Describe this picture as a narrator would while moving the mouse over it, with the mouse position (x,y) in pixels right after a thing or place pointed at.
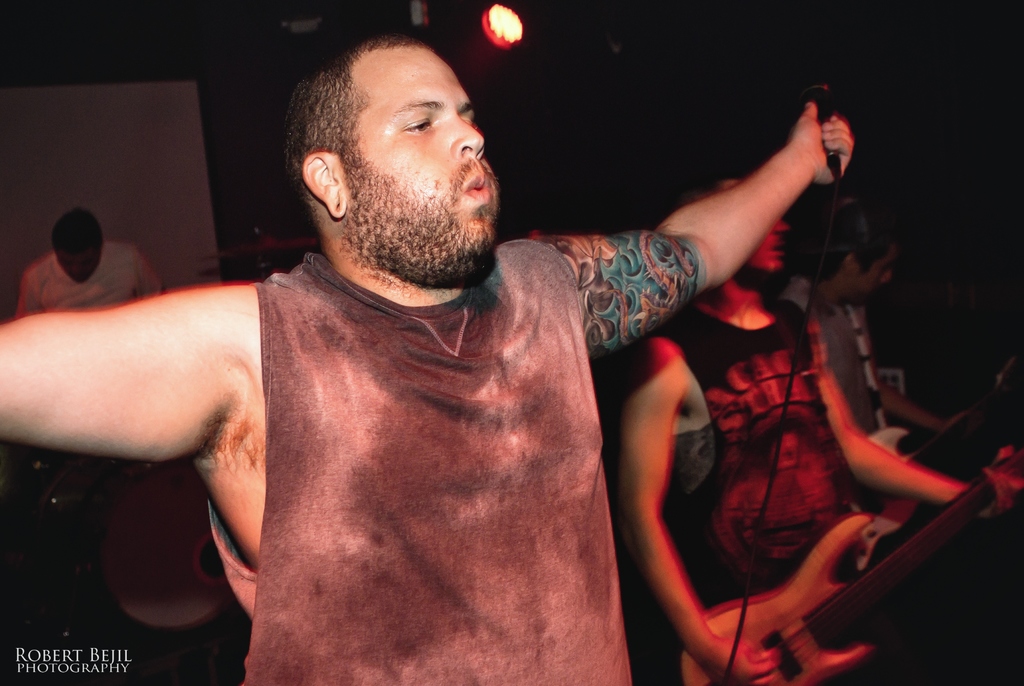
In this image I can see a man (469,436) standing and holding a mike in his left hand (812,166). On the right side of the image (757,411) I can see one more person (703,395) is playing guitar (791,601).
